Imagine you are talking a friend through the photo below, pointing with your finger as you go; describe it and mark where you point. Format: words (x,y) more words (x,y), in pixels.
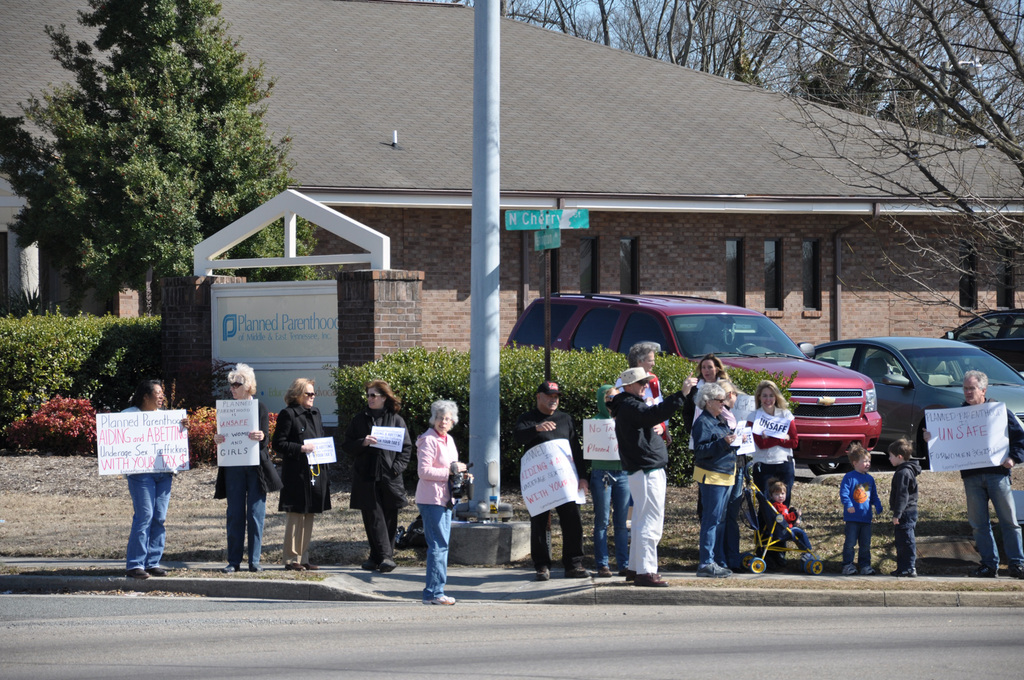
At the bottom of the picture (475,631), we see the road (480,641). Here, we see people (540,521) are standing on the road (483,621) and most of them are holding the charts (154,466) or papers (110,432) with some text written on it. In the middle of the picture (477,254), we see a pole (479,410). Behind that, we see shrubs (395,361) and hedging plants (117,370). On the right side (872,352), we see trees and vehicles (736,356) parked on the parking lot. On the left side (324,335), we see a board (321,331) in white color with some text (309,334) written on it. There are trees (265,191) and a building (446,168) in the background (658,90).
